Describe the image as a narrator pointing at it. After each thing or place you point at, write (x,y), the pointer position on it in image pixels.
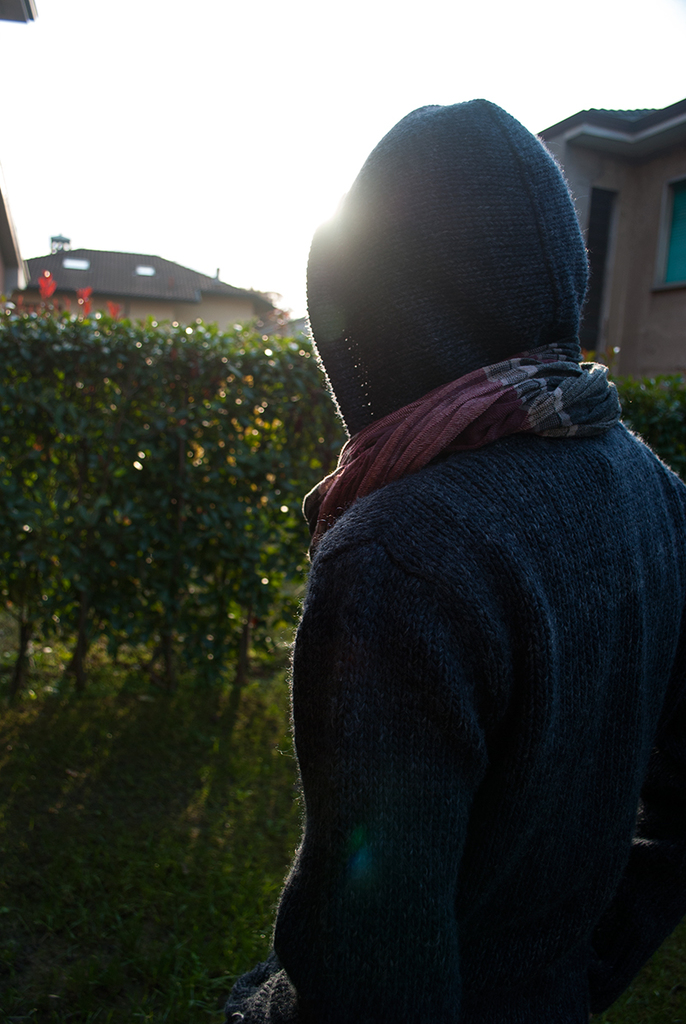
In this image we can see a person (325,767) wearing a jacket (422,587). There are plants (8,361). At the bottom of the image (131,923) there is grass (157,892). In the background of the image (228,261) there are houses (605,126) and sky (173,173).
